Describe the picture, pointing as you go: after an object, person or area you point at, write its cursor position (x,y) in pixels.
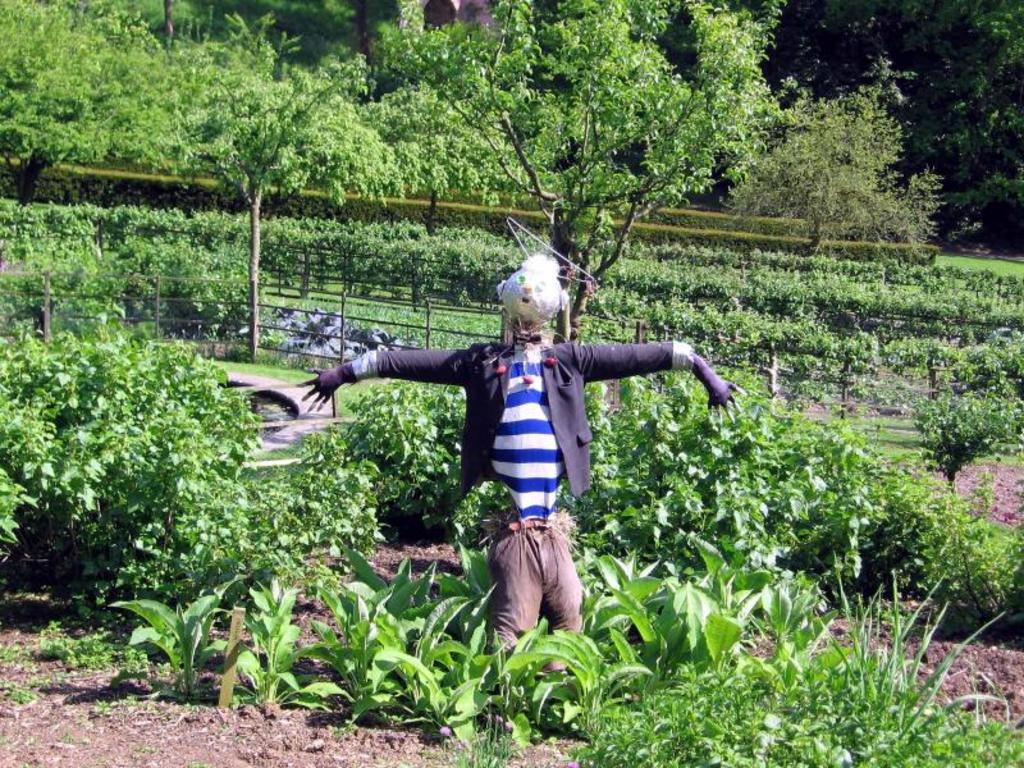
In this image in front (536,297) there is a depiction of a person (568,553). Around him there are plants (634,611). Behind him there is a metal fence (423,298). In the background of the image (533,195) there are trees (476,128).
